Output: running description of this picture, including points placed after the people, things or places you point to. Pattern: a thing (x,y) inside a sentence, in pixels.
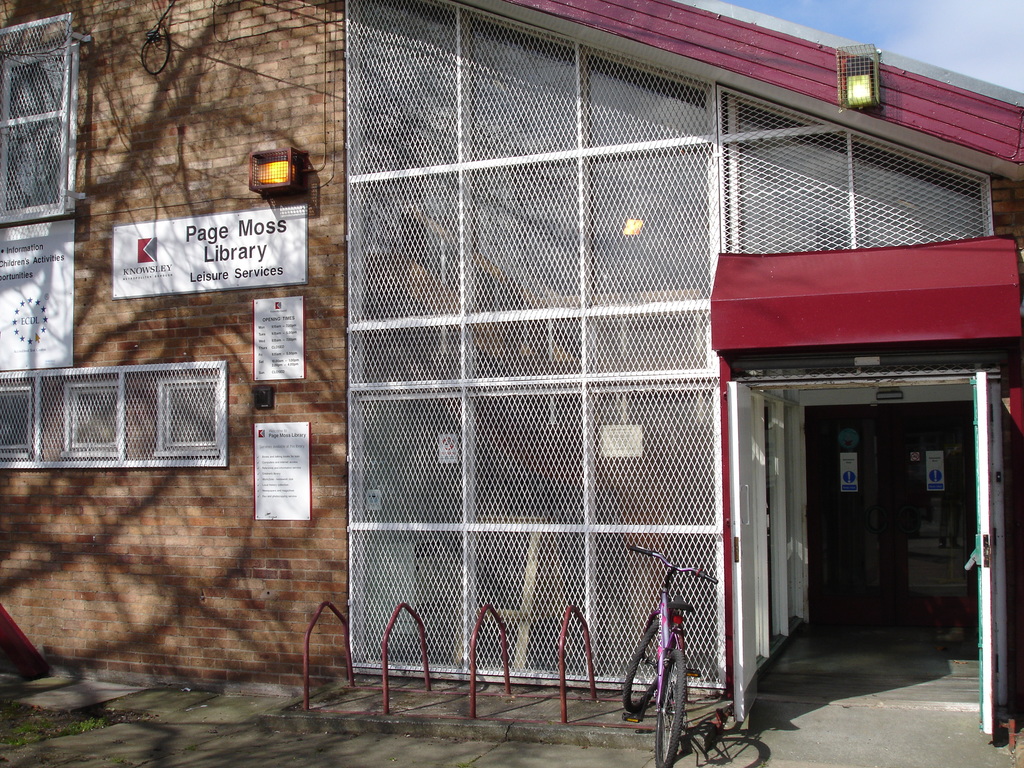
In the top right corner (921,25) we can see the sky (906,44). In this picture we can see the house (798,362), posters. Mesh (604,152), door (956,472), we can see boards (264,254) on the wall (264,293). We can see lights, a bicycle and we can see rods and it seems like a parking place (611,693).
